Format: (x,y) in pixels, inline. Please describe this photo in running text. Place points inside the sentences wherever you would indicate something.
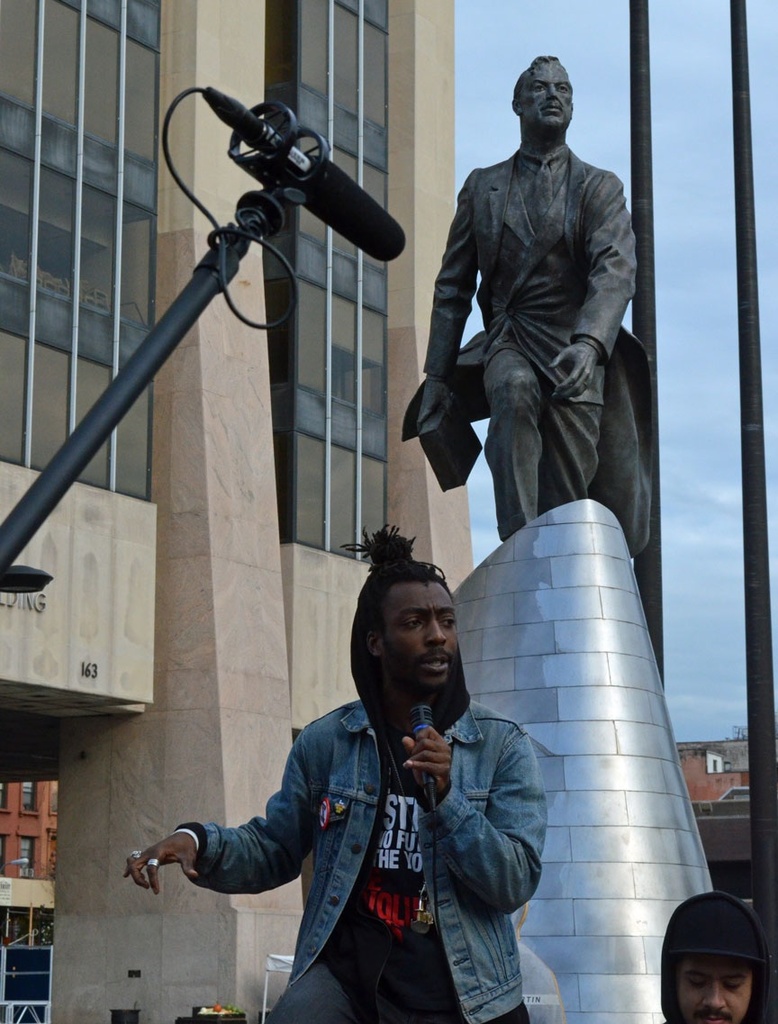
In this image i can see a statue (515,478) and at the foreground of the image (351,860) there is a person (399,826) holding a microphone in his hand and at the top of the image (267,199) there is a microphone (379,212).
